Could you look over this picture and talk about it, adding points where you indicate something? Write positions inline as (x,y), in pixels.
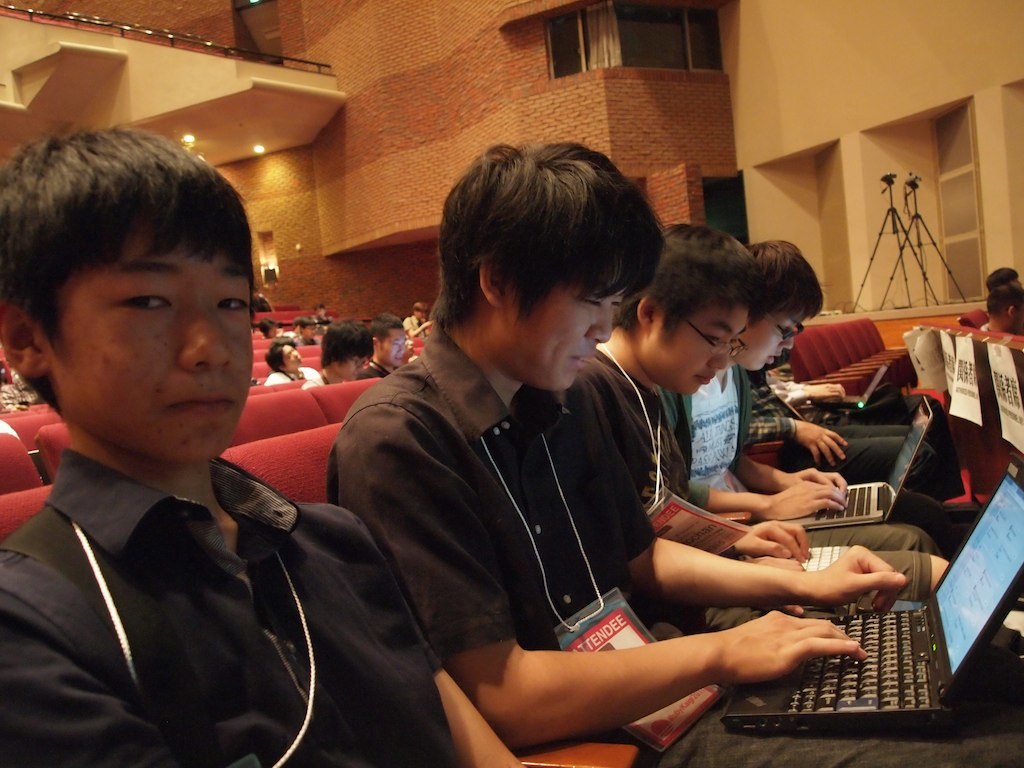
In the image there are a group of people (637,545) in the foreground (775,403) and they are working with laptops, behind them there are many empty chairs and in the background (301,280) there is a wall (799,184), on the right side (890,179) there are two cameras (890,179) with the stands (900,221).
